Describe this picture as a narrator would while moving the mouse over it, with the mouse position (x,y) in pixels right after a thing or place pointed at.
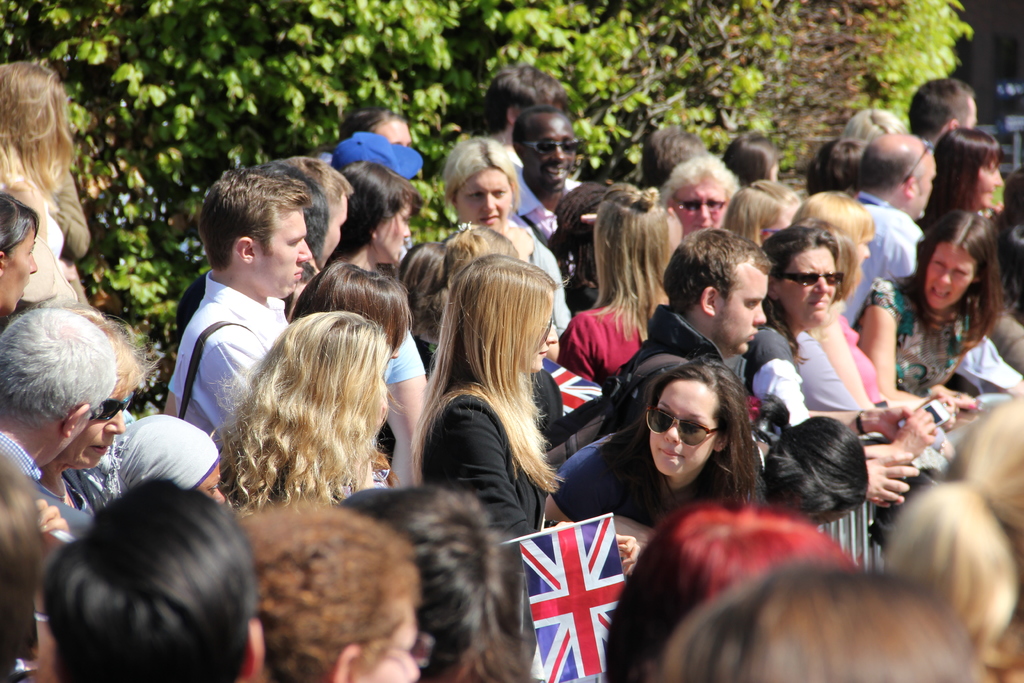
In this image there are many people (548,429) standing. Behind them there are plants (452,35).
